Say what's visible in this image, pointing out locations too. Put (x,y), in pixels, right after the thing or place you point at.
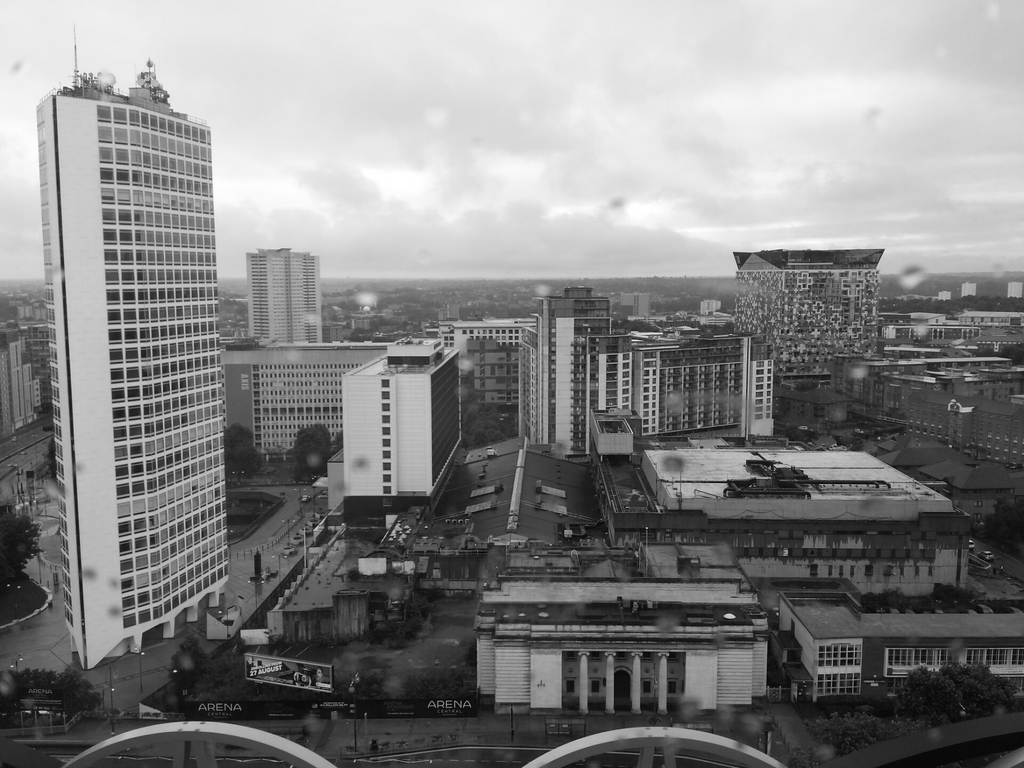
This picture is clicked outside. In the center (413,462) we can see the buildings (686,527), trees (326,465), text (254,669) on the hoarding (312,677) and we can see the lamp posts (140,656), ground (156,662) and many other objects (378,592). In the background (317,174) we can see the sky (469,189) which is full of clouds (457,236) and we can see many other objects (992,338).
